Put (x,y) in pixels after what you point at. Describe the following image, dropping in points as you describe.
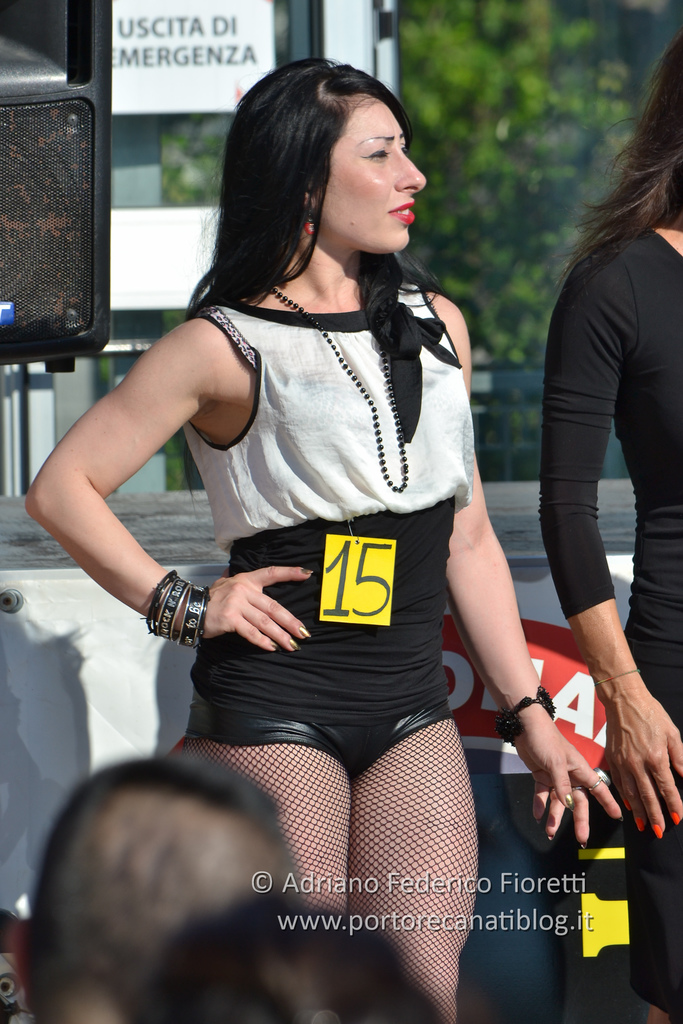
In this image there are persons (377,713). In the background (608,529) there are objects (540,568) and there are trees (440,116) and there is a board (178,76) with some text (171,24) written on it and there is some text (314,879) written at the bottom of the image (407,913).
